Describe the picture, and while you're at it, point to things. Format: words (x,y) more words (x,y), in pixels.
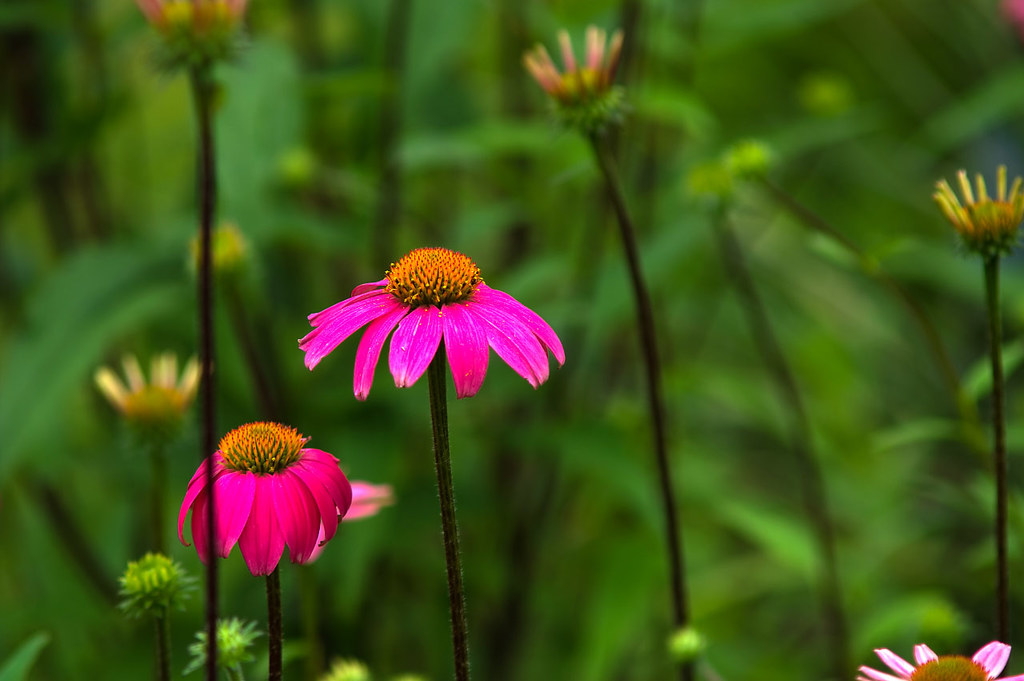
In this image we can see flowers (419,359) and plants (55,404).
